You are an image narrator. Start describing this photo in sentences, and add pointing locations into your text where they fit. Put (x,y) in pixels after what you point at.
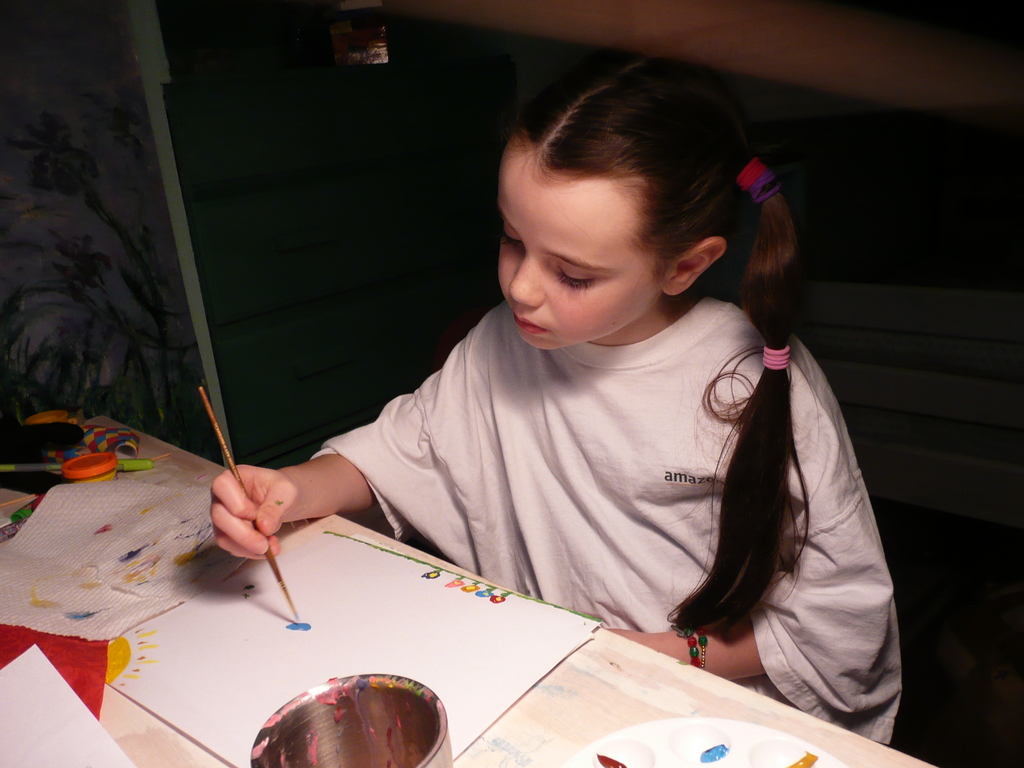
In this picture I can see there is a girl (848,442) she is painting and there is a table (298,572) in front of her and there is a paint brush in her hand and there is a painting (73,247) on the left side (104,268). There is a tissue (141,545), colors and bottles (57,421) placed on the table (114,720).
